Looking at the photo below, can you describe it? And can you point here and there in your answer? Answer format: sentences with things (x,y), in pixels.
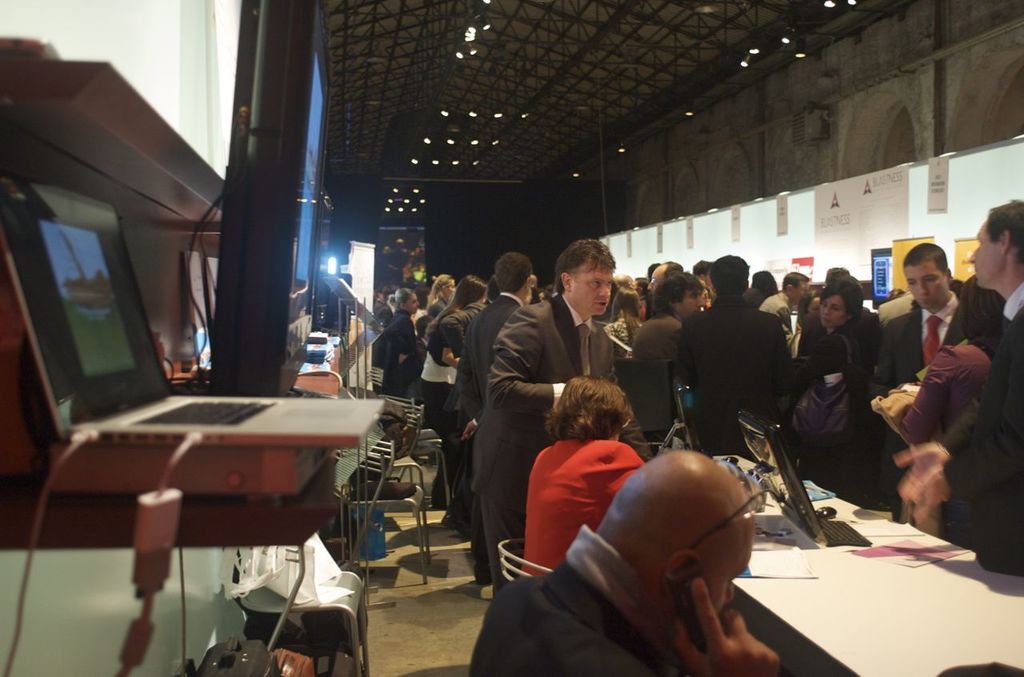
This picture might be taken inside the room (669,553). In this image, on the right side (699,667), we can see a group of people (722,491), few people (663,542) are sitting on the chair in front of the table (968,637), on that table (917,631), we can see a keyboard (837,527), mouse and some papers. On the left side (280,427), we can see a laptop (266,429), electronic box (275,488), electric wires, monitor (305,202). At the top (427,170), we can see a roof (570,177) with few lights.
